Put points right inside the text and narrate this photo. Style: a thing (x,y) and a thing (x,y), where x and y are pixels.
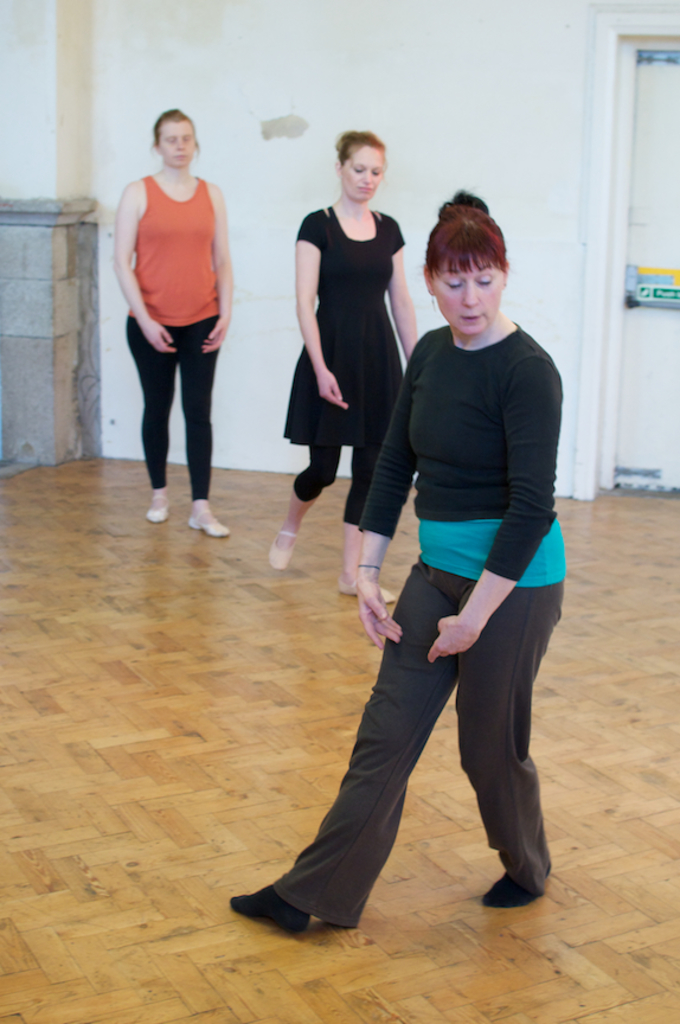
In this image we can see three women (438,657) standing on the ground (431,805). One woman (350,232) is wearing a black dress (365,388). one woman (213,275) is wearing an orange top (181,272). In the background (659,188), we can see the door (638,223).
